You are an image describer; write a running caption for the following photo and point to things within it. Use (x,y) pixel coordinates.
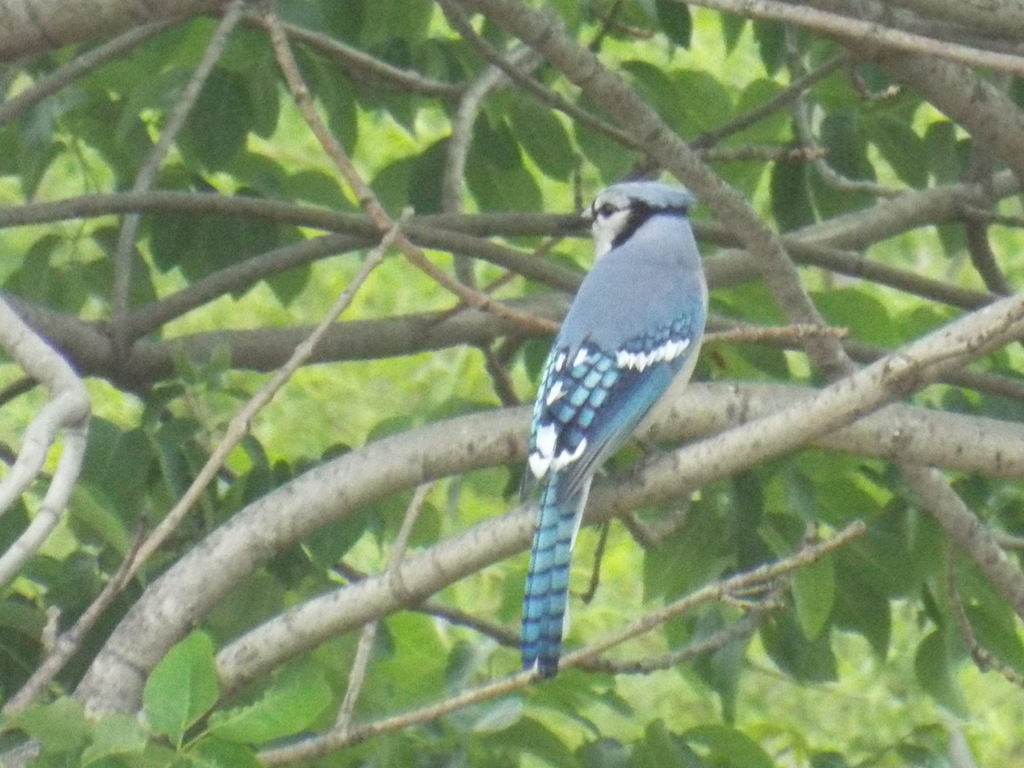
In this image I can see a bird (560,508) on the branch (801,438). Back I can see few green leaves (790,472). Bird (635,320) is in blue and white color.
